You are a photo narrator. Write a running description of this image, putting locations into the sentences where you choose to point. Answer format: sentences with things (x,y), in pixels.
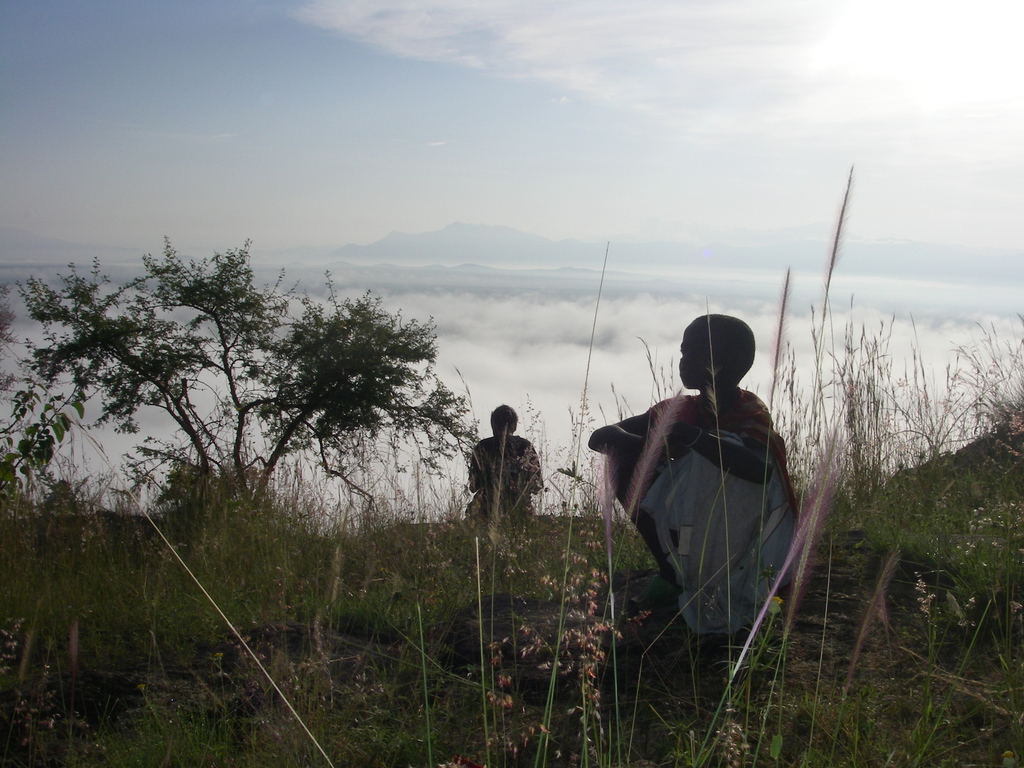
In this picture I can observe two members (494,467) on the land (717,644). There is some grass (386,600) on the ground (521,590). On the left side (271,430) I can observe a tree (343,416). In the background (477,162) there are clouds (645,120) in the sky (457,84).
